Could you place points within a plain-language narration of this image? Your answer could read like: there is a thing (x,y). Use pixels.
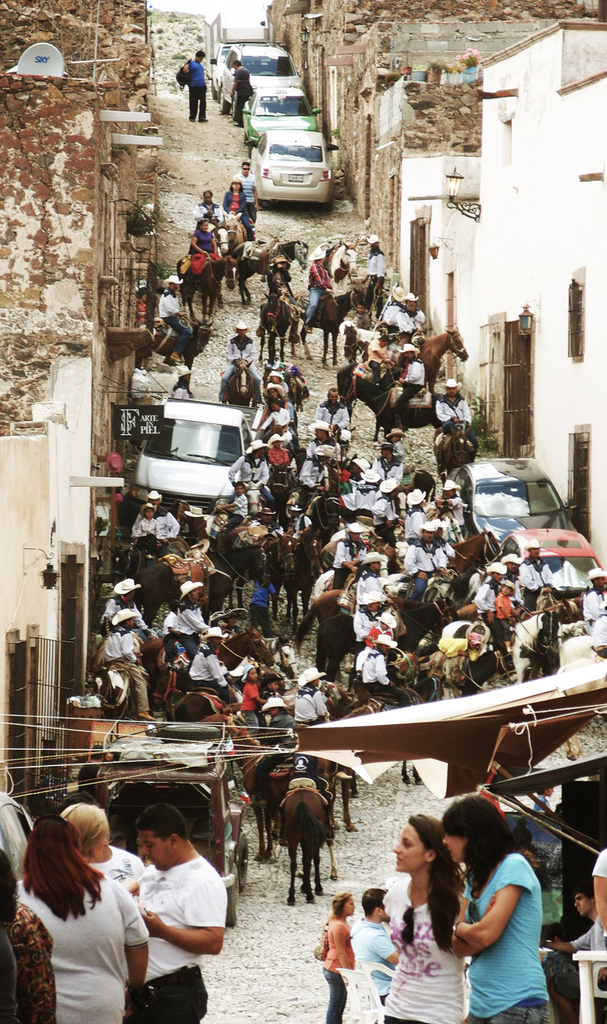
This picture shows a group of people (251,357) riding horses (276,795) in a lane (306,228), we see few cars (295,93) parked on the side.
